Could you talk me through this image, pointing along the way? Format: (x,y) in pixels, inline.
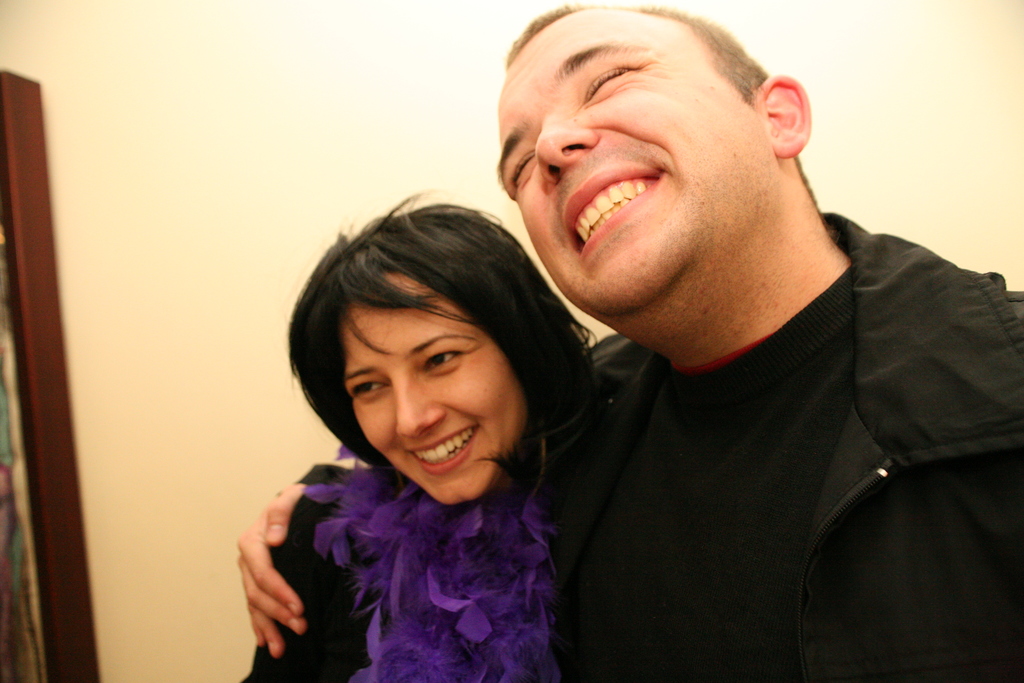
In this picture there is a person (869,499) wearing black jacket (840,491) is smiling and placed one of his hand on a woman (531,466) beside him and there is an object (33,492) in the left corner (33,492).
